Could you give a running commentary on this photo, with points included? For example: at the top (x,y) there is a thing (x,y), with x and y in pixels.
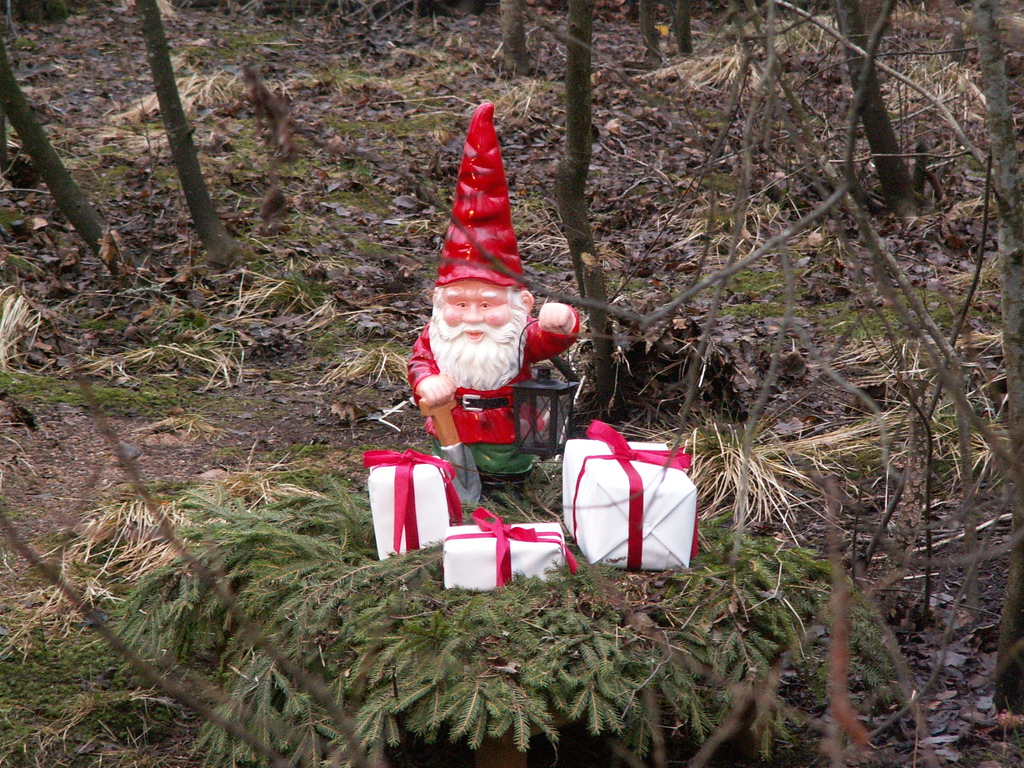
In this picture we can see the plants (604,606), ground (930,627), branches (278,637). We can see the boxes (683,547), ribbons (634,480) and a toy (483,465). A toy (510,467) is holding a lantern (559,441) and an object (467,453).
